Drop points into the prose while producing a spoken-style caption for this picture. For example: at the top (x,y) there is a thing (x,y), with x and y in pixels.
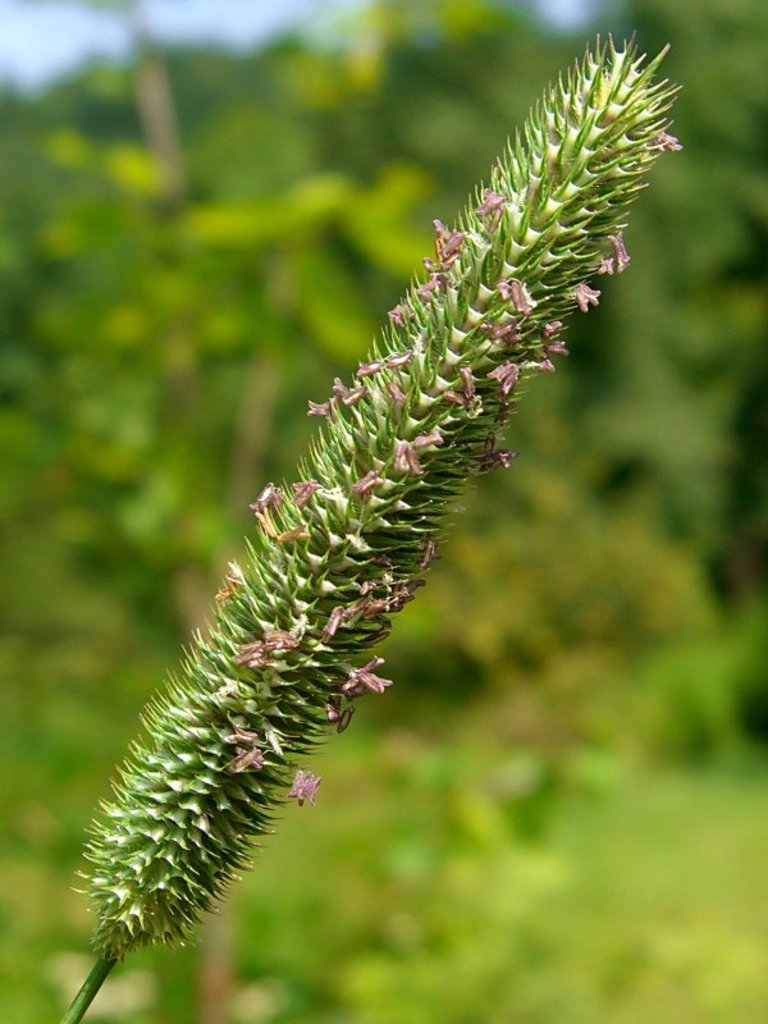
In this image we can see a plant (295,711). In the background (697,113), we can see a group of trees (380,193) and the sky (252,31).
